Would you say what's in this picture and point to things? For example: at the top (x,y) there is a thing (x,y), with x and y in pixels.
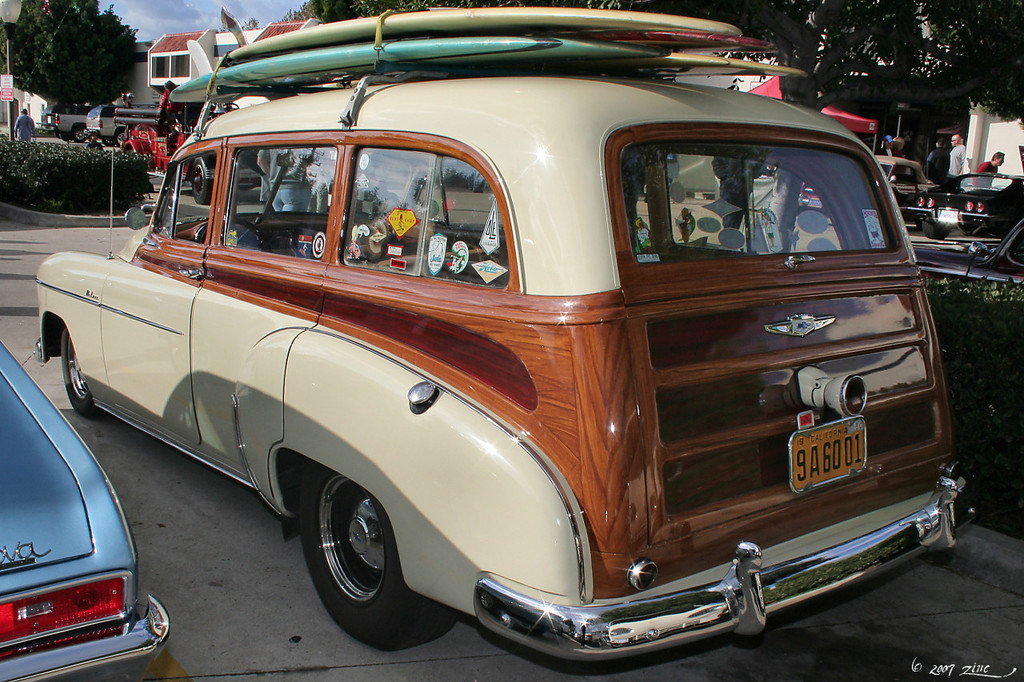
In this image there are vehicles (275,307) and we can see people (899,141). In the background (158,16) there are trees (793,93), buildings (161,65) and sky (140,24). There is a board (5,82).
